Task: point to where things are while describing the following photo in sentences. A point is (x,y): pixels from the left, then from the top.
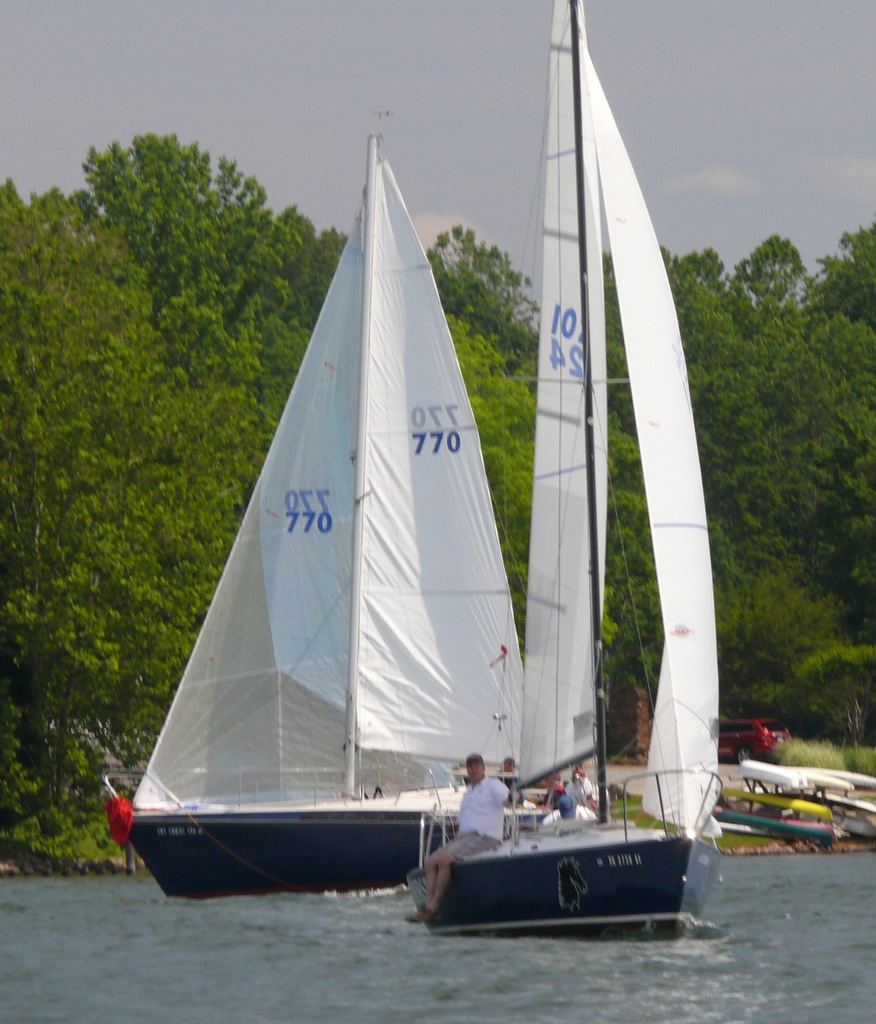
In the center of the image (556,507) we can see two boats (586,826). On the boats (586,838), we can see poles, white curtains (447,566), few people (557,782) are sitting and a few other objects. In the background (124,386) we can see the sky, clouds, trees (738,663), grass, one vehicle (748,741), boats (814,804), water (775,976) etc.
